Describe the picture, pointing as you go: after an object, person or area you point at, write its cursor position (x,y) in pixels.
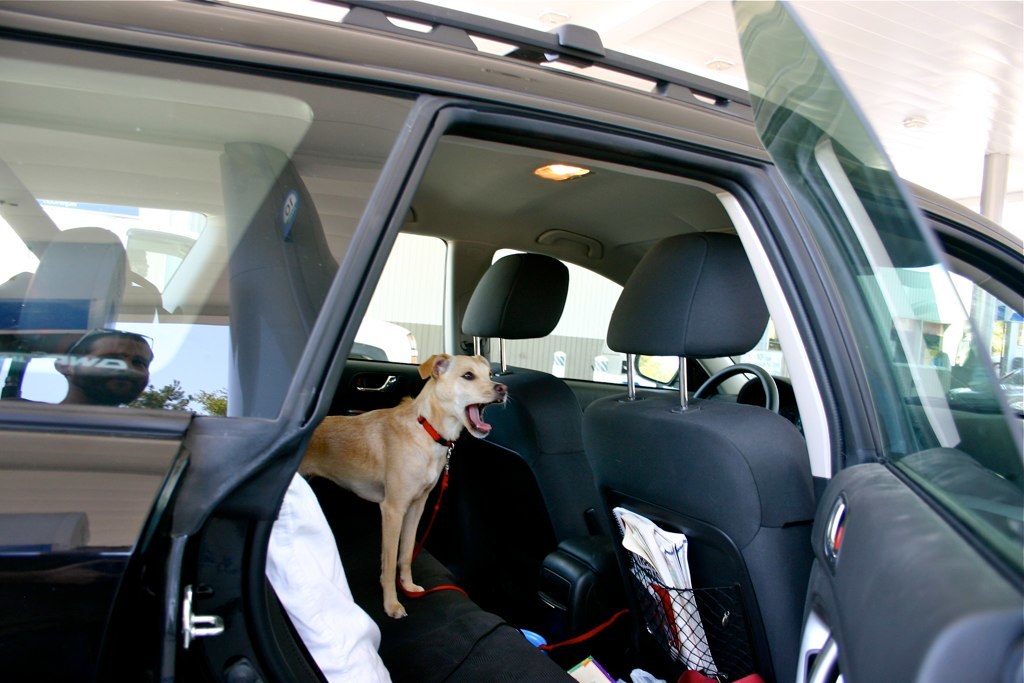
This picture is mainly highlighted with a car (289,616). Inside the car (518,466) we can see a dog (403,578) in brown colour and with opening mouth (468,424). Through car glass window (581,337) we can see outside view and here we can see the reflection (108,385) of a person (115,400) and a tree (202,402) on car glass window (188,402).
